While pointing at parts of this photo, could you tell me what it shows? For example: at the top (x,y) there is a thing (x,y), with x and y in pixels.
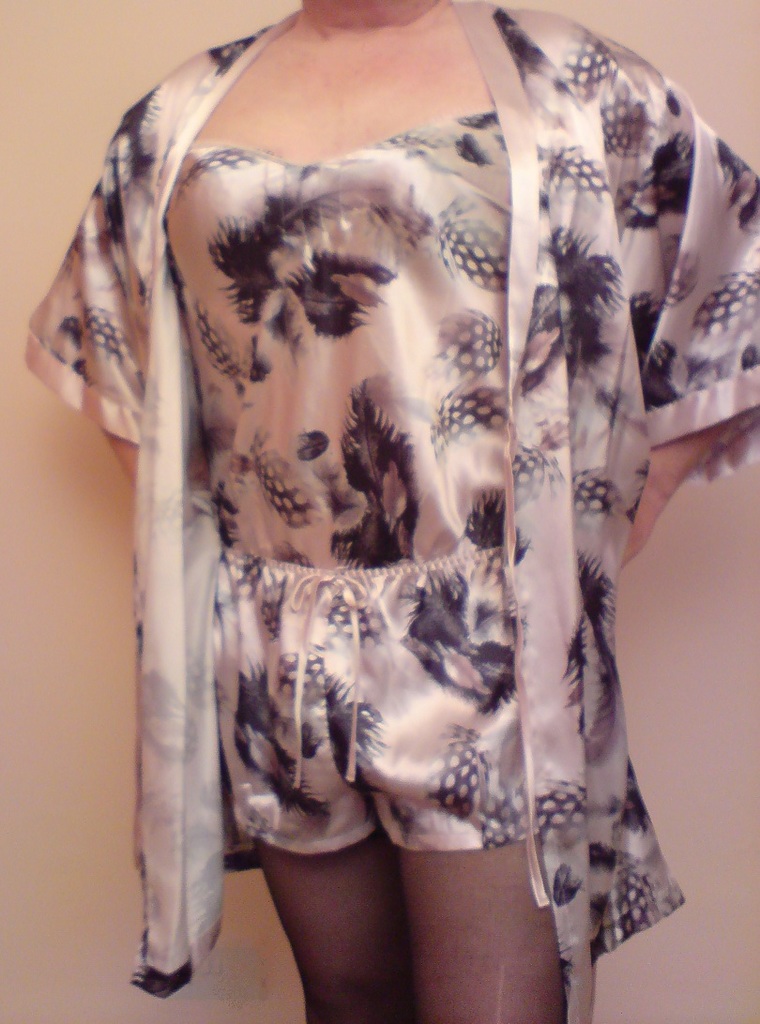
In this image I can see the person (315,538) standing and the person (315,538) is wearing cream and black color dress (409,458) and I can see the cream color background (9,92).
